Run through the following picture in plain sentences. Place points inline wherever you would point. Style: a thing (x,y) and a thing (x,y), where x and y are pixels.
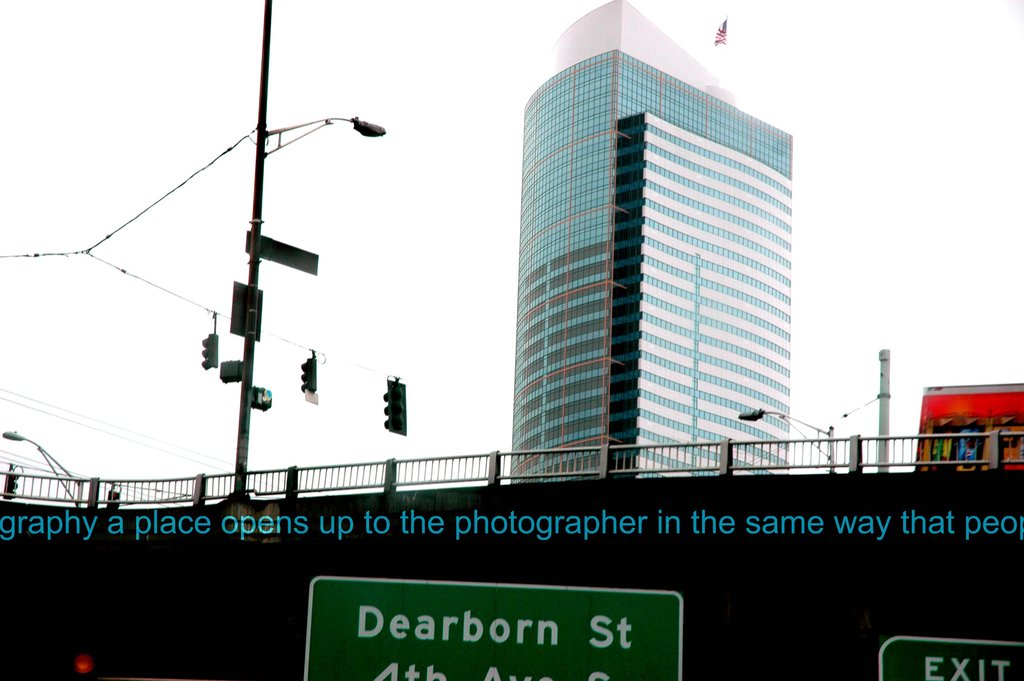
In this image I can see the bridge (177,549), few boards (531,587) which are green in color attached to the bridge (808,619), the railing (316,489), a metal pole (236,475), few traffic lights (232,369), few sign boards (238,286) and a street light (365,123) attached to the pole (248,348). In the background (318,280) I can see few buildings (696,301) and the sky (839,130).
